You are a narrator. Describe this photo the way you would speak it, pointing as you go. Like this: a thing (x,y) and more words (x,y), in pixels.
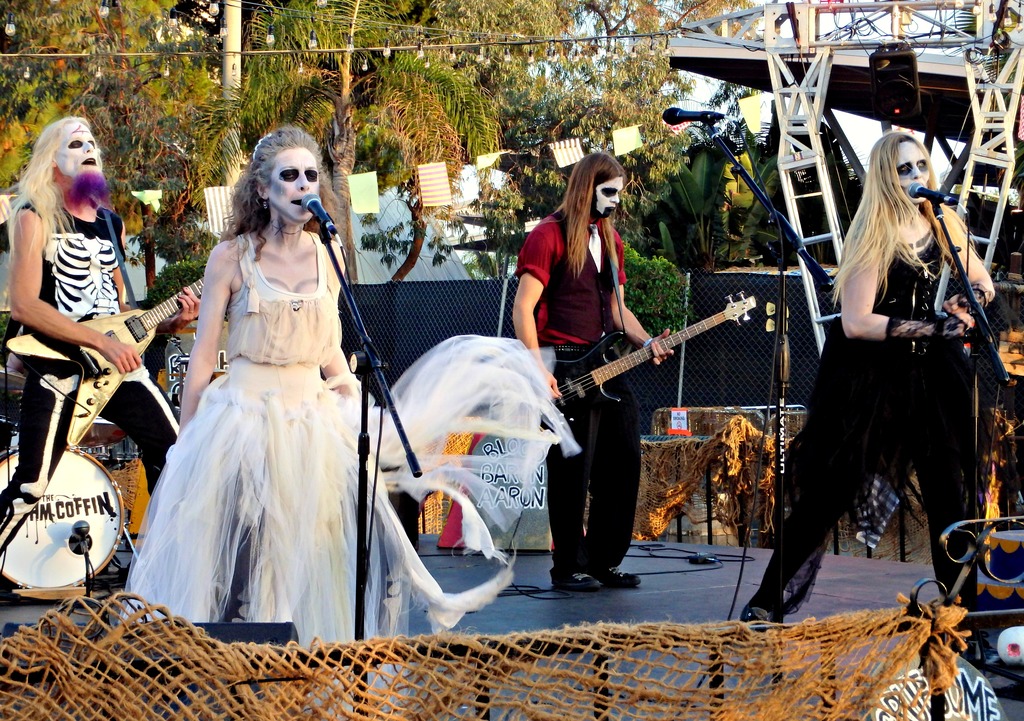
In this picture there are few people (865,321) standing. The man (52,382) to the left corner (56,387) is playing guitar (86,381). The woman (293,412) in front of him is singing. The woman (922,246) to the right corner (916,259) is also singing. The man (581,251) behind her is playing guitar (557,408). They all are dressed up in costumes (440,376). There are microphones (929,192) in front of them and drum stands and drums (34,580) on the floor (33,613). In the background (457,100) there trees (515,82) and sky (613,75).
